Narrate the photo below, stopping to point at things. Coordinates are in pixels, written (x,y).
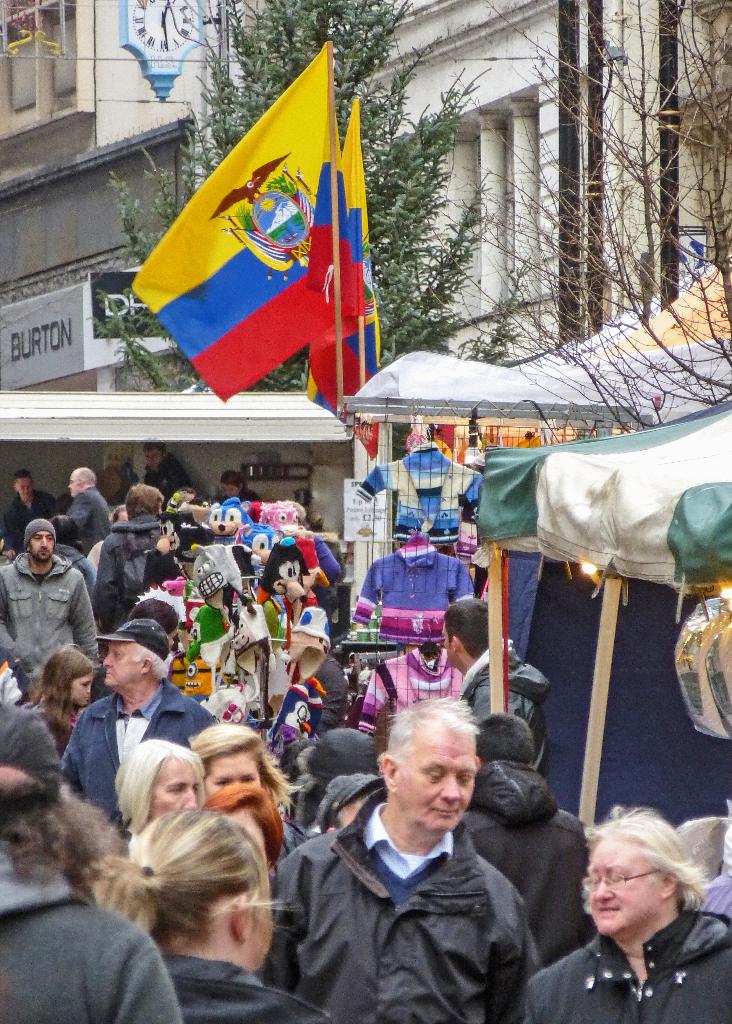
In this picture I can see number of people (151,534) and on the right side of this picture (503,583) I see few stalls (602,727) and I see the flags (198,313) which are colorful. In the background (71,388) I can see the buildings (71,388) and few trees (233,18) and I see a board (25,319) on which there is something written. On the top left of this image (132,24) I see a clock (125,37).
